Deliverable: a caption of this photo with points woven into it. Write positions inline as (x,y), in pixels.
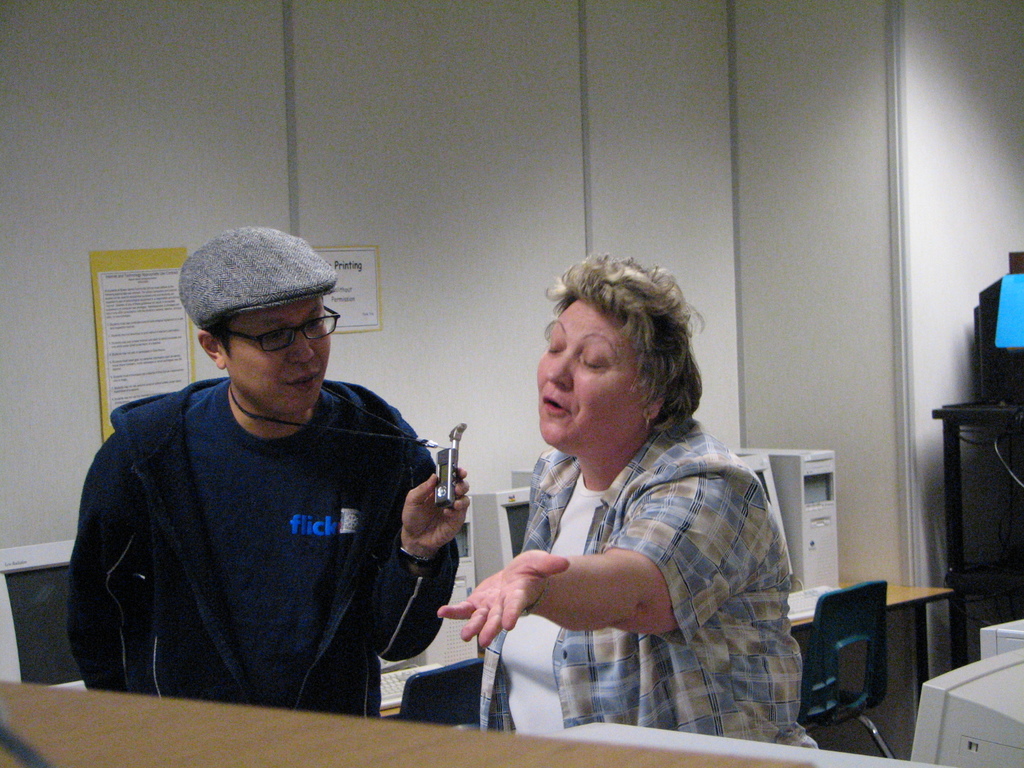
In this image I can see a woman (687,548) is talking, she wore shirt (729,581), beside her there is a man (349,544), he wore coat (390,541), cap (233,305), spectacles (286,342). It looks like an office (202,108).
